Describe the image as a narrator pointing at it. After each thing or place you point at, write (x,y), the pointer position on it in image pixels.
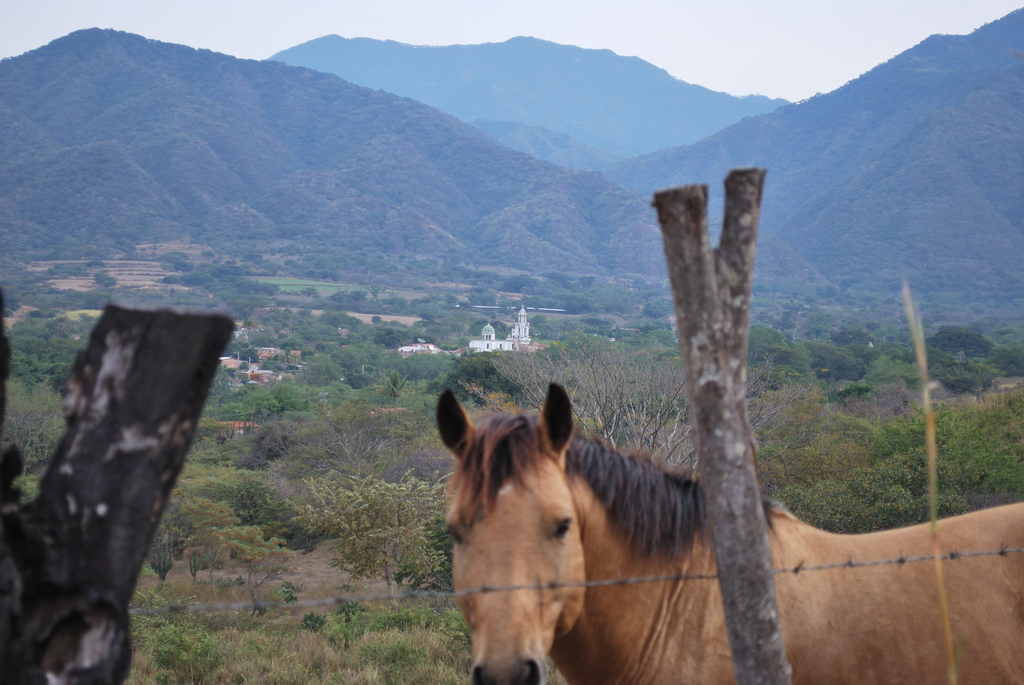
In this picture we can see wooden poles (50,617) and a wire fence (952,556) from left to right. We can see a horse (897,553) on the right side (830,647). There are a few plants (394,496), trees (818,497), buildings (519,336) and mountains (434,86) are visible in the background (982,85). We can see the sky (465,37) on top of the picture (650,14).
